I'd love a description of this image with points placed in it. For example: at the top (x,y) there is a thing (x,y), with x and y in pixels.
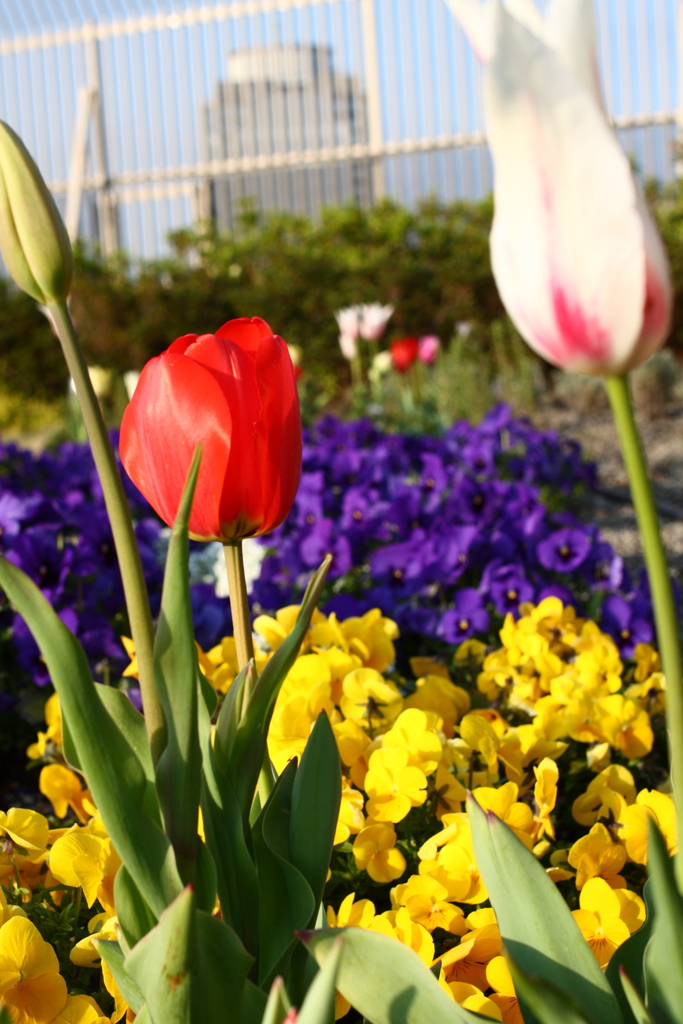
In this image we can see some plants (454,718) and flowers (288,572) in different colors and there are some trees (268,278) and we can see a fence (259,135) and in the background (420,212) the image is blurred.
